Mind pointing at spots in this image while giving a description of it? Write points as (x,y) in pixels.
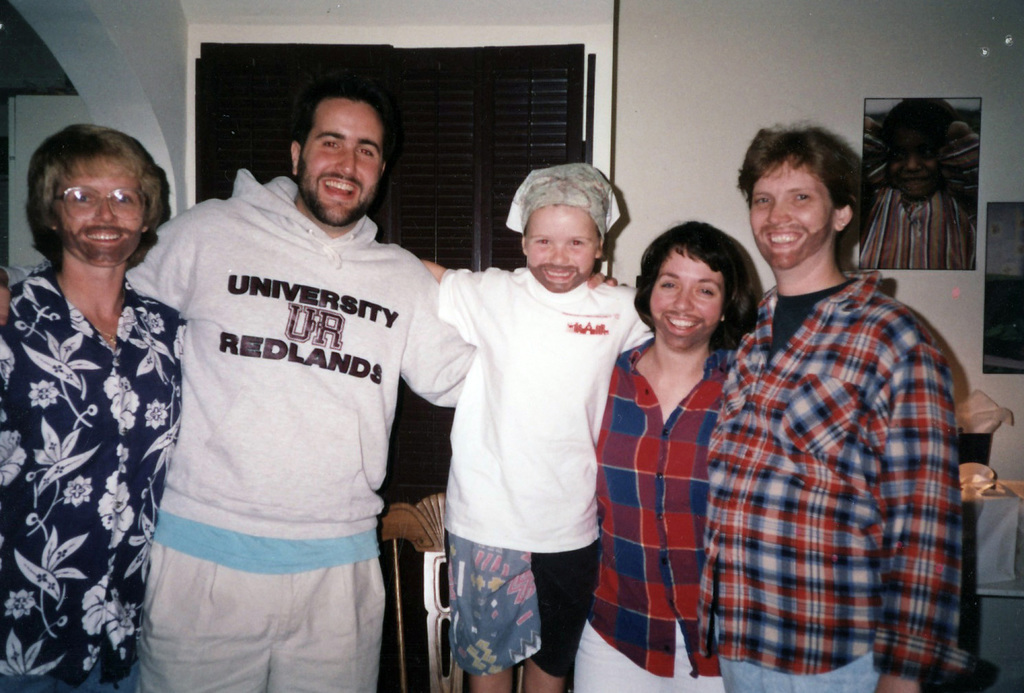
5 people (217,404) are standing. The person (558,333) at the center (514,311) is standing on a chair (440,609) wearing a white t shirt (490,410). Behind them there are photo frames (999,220) on the wall (992,200).
